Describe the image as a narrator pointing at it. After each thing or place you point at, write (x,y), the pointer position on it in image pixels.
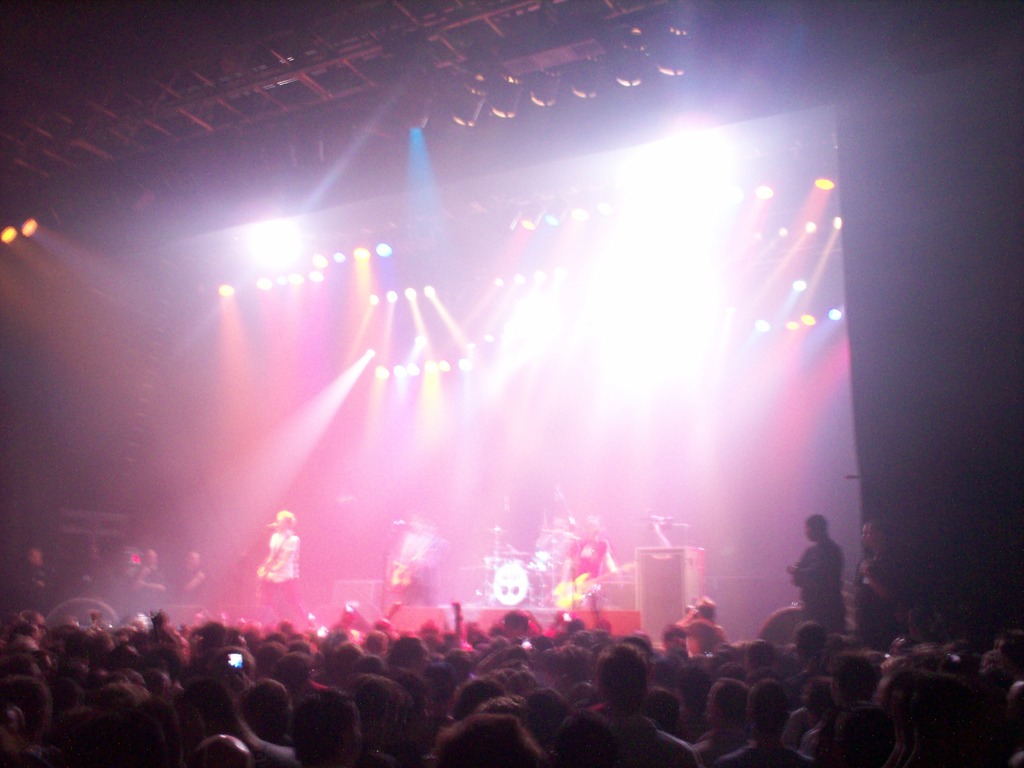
At the bottom of the image (248,630) few people (248,630) are standing. In the middle of the image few people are standing and holding some musical instruments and there are some drums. At the top of the image (783,2) there is roof (474,38) and lights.
